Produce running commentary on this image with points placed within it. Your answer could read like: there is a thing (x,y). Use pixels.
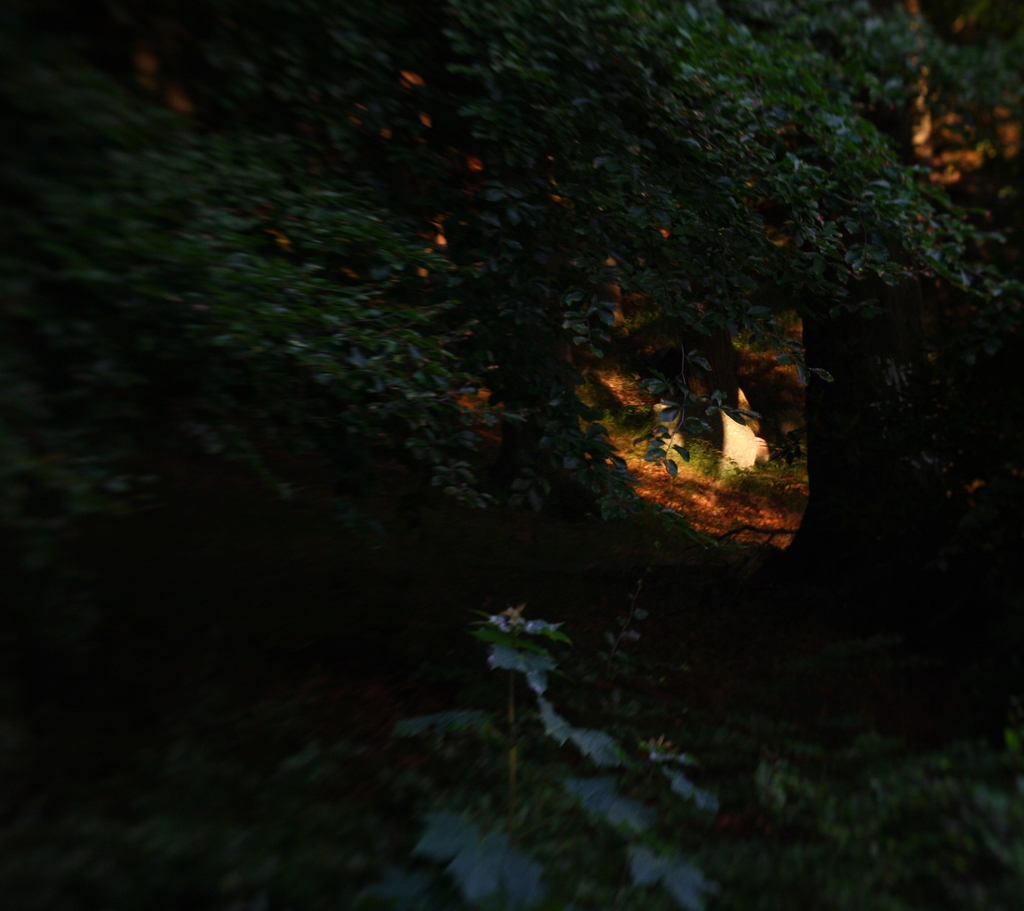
In the image there are trees (423,402), plants (481,819) on all over the land (691,507), in the middle (645,466) there is a light (689,487) visible on the path (709,525).
